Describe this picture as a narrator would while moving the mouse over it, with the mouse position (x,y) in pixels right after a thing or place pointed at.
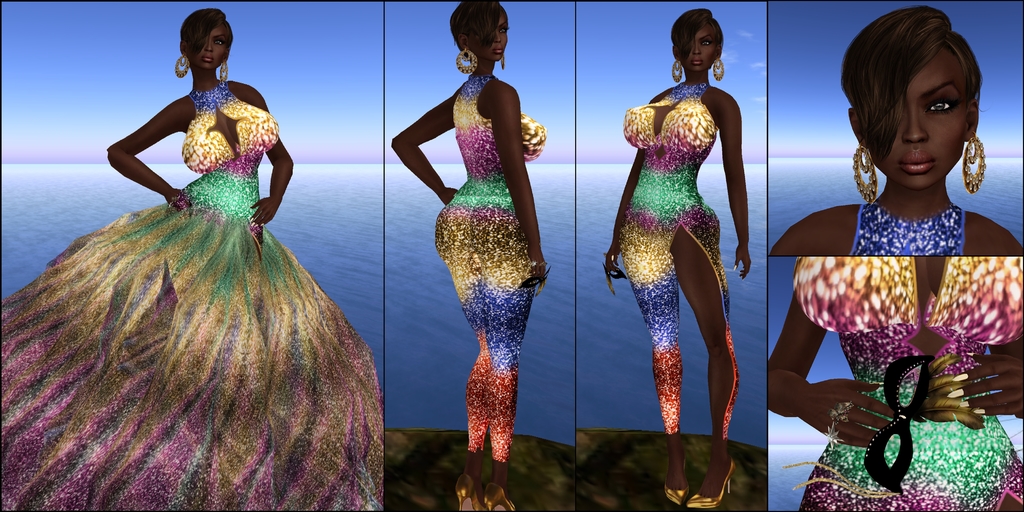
In the picture I can see collage of few images which has a woman (879,201) wearing dress (651,248) which is in different colors and there is water (554,218) behind her.
